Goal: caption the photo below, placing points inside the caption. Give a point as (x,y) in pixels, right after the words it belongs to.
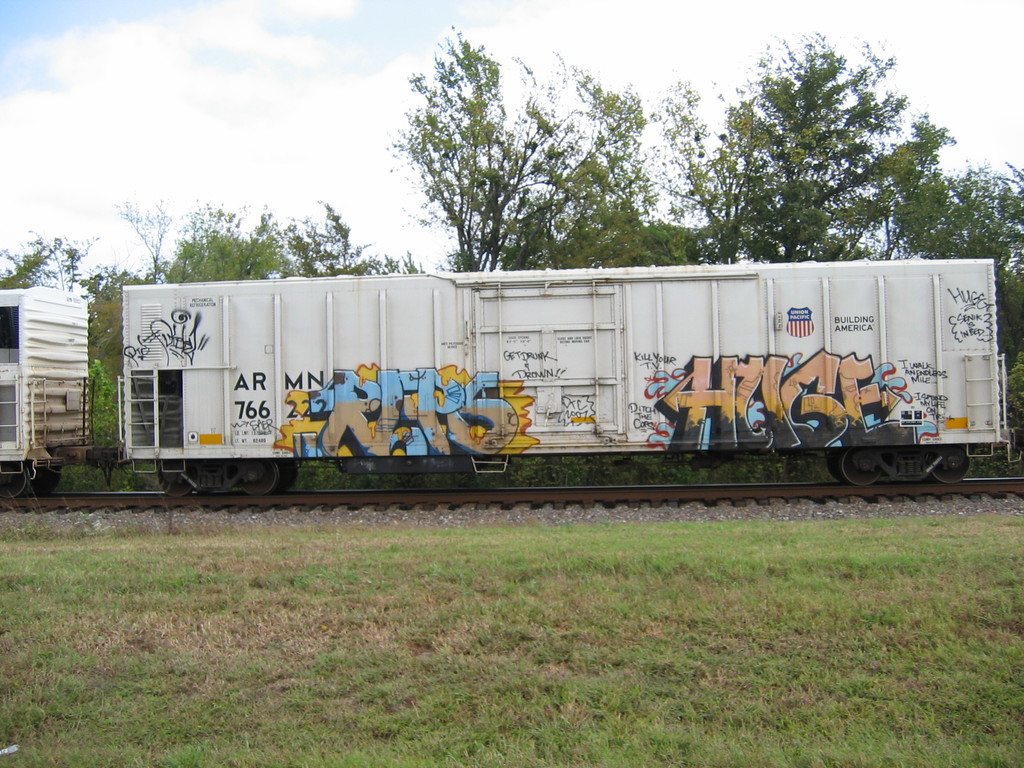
In this image we can see a train (451,469) on a railway track (412,492). Behind the train (451,469) trees (700,231) are present. The sky (238,87) is covered with clouds (271,85). Bottom of the image (450,628) grassy land (295,650) is present.
